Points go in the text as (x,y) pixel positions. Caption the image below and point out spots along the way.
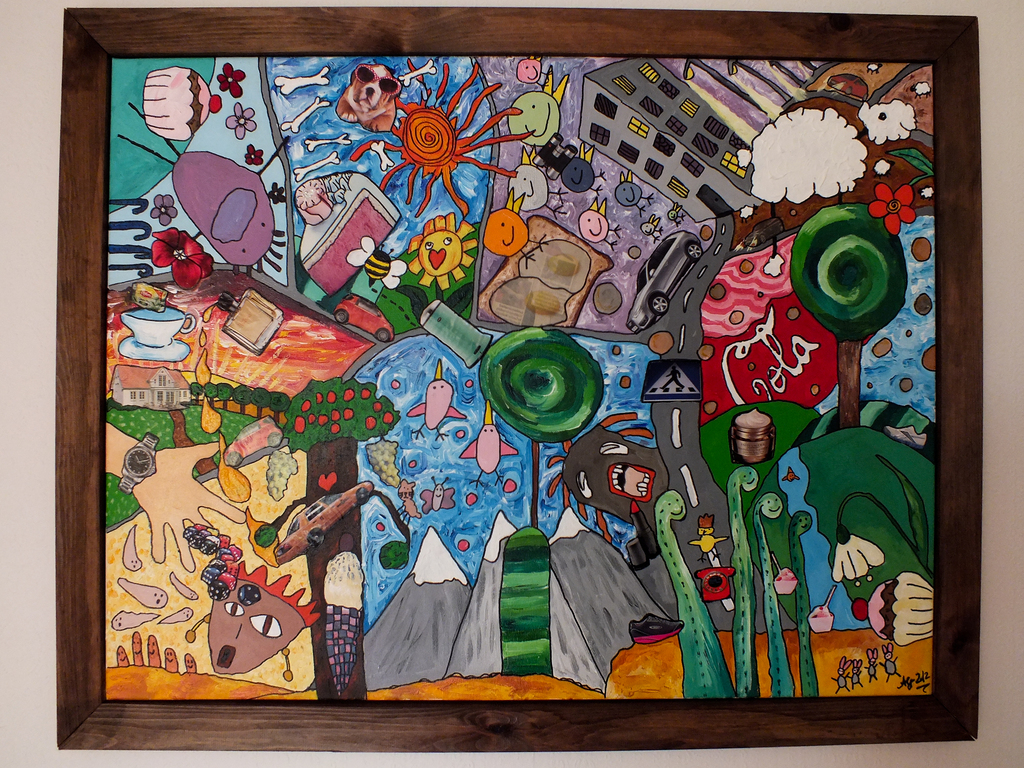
In this picture we can see a frame (972,661) and on this frame (930,730) we can see a painting (527,624) of buildings (698,133), cars (378,322), watch (136,456), cup (166,337), bones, plants (236,118) and some objects (738,431).
